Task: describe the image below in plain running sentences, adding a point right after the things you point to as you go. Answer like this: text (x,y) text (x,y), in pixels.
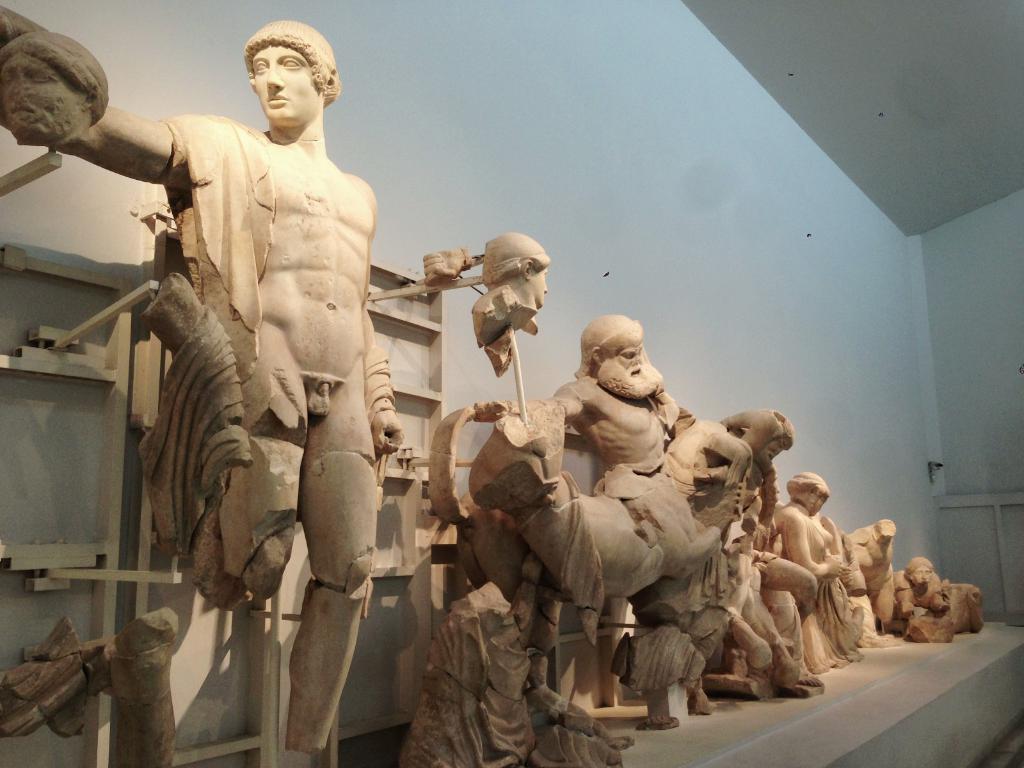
Here we can see sculptures (505,656). In the background (842,288) there is a wall (900,351).
